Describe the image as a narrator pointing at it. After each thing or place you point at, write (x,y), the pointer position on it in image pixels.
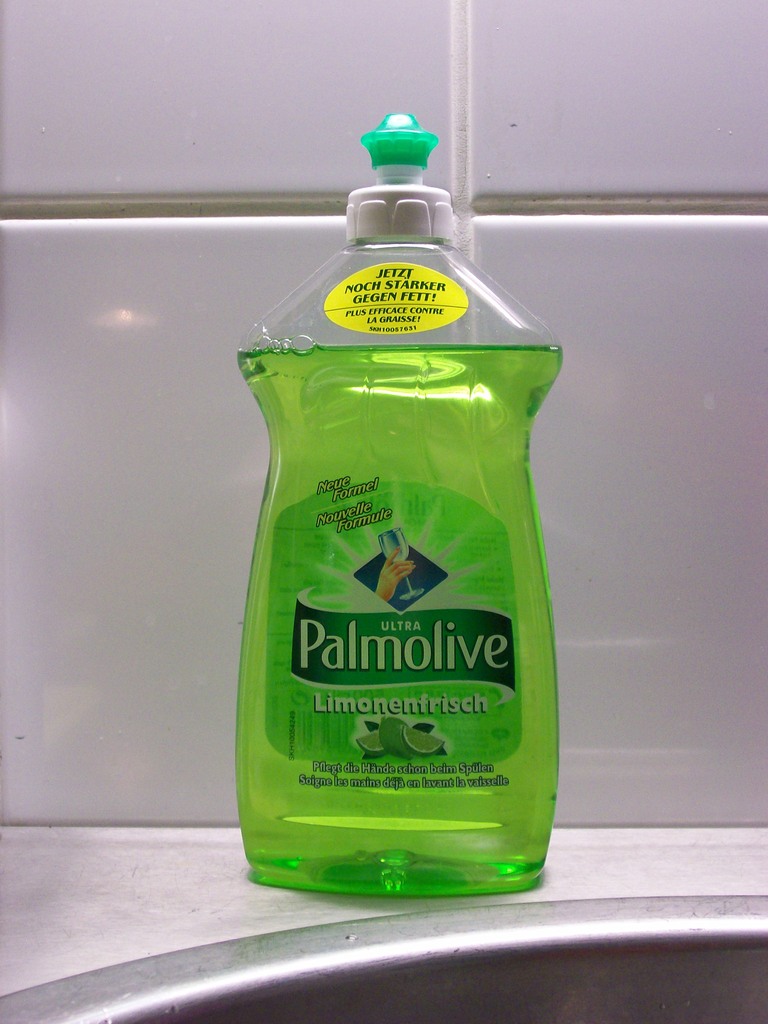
This picture is mainly highlighted with a dish wash liquid bottle (325,563). Behind to it there are tiles (446,132) in white colour.
